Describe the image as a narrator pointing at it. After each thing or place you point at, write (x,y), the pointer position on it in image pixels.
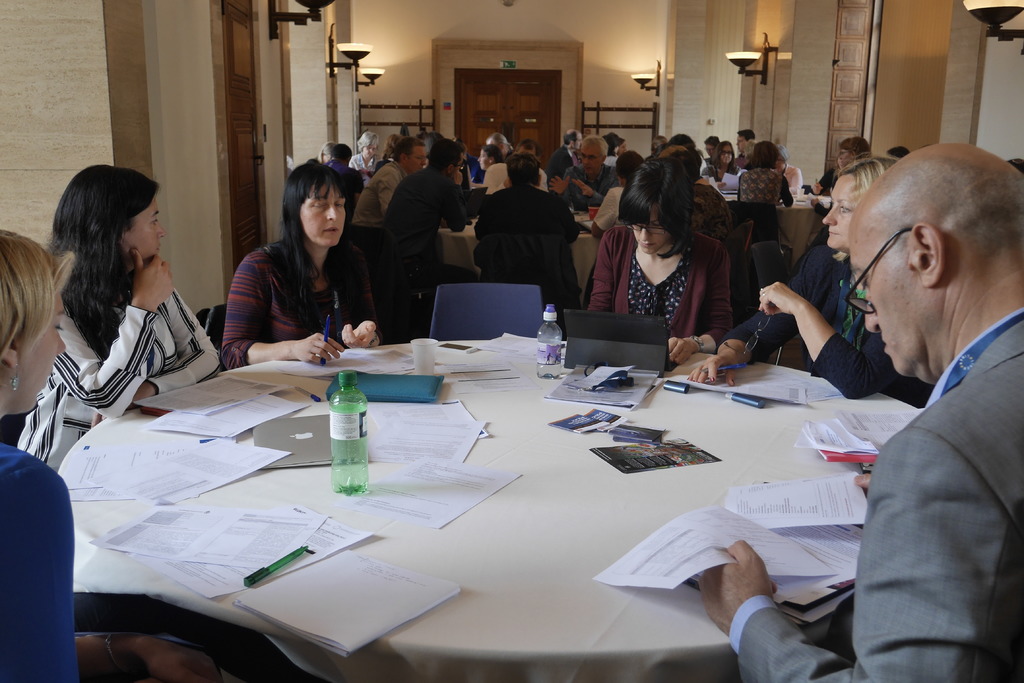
There are some people (289,284) sitting around the table (332,679) in their chairs (490,309). On the table (722,428) there are some papers (312,578), pens (285,554), laptops (318,435), water bottles (362,424) and some glasses (421,359) here. In the background (416,181) we can observe some people (693,202) also sitting in the same manner. There are some lights (743,56) attached to the walls (711,68).
